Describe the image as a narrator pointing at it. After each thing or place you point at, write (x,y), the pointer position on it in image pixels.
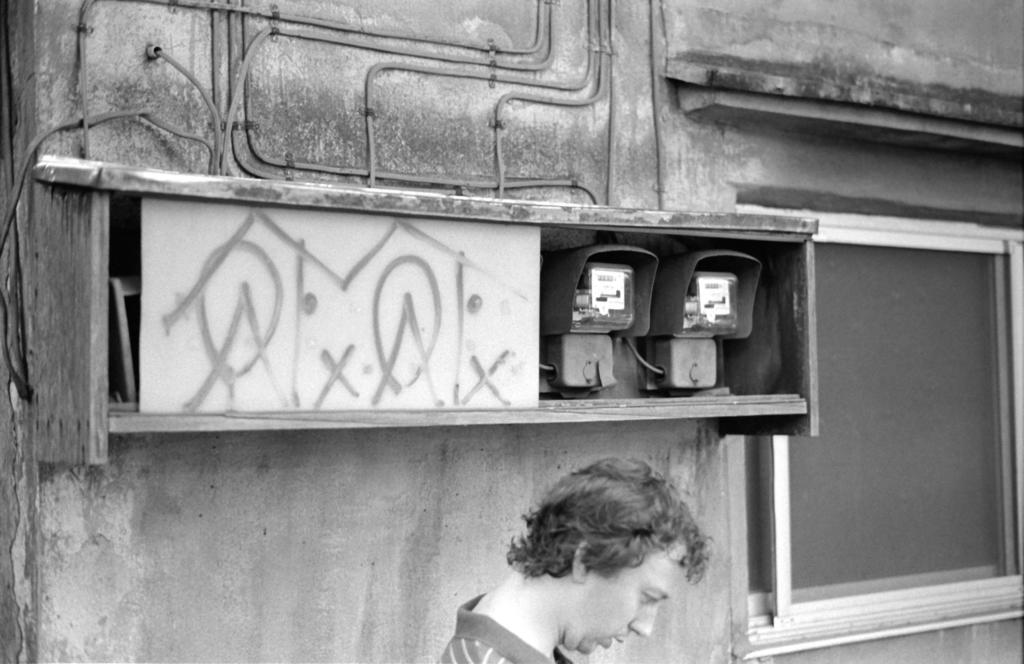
In this image I can see the person (535,582). To the side of the person (614,532) I can see the meter boards (600,321), window (945,298) and the wall (470,124). And this is a black and white image.
